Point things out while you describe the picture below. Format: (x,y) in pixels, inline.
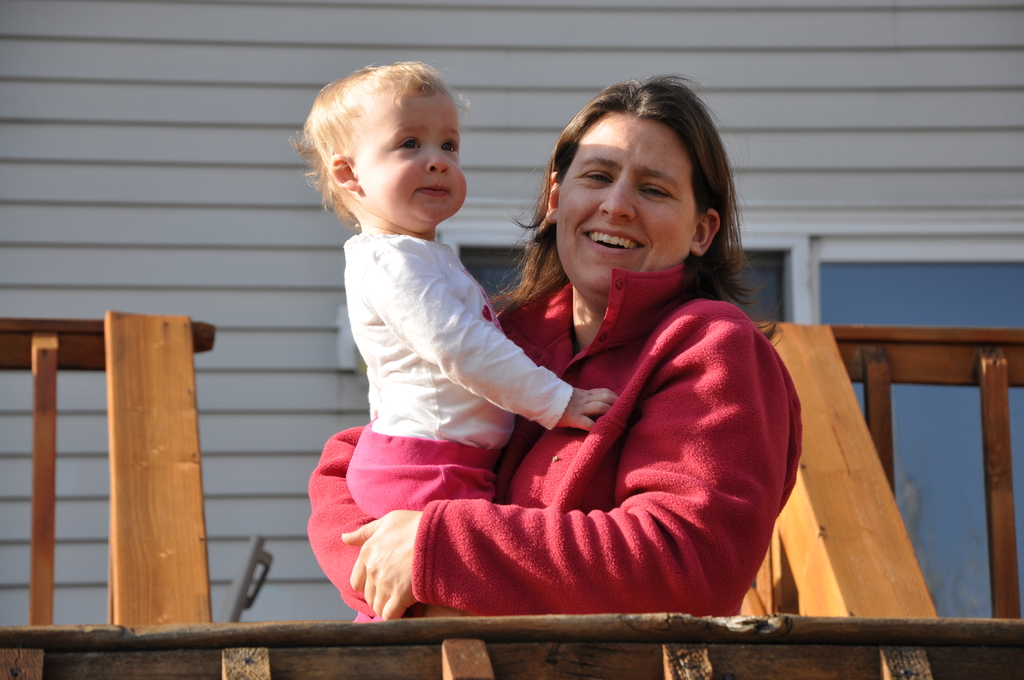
In the image there is a person (622,408) in red sweatshirt (443,539) holding a baby (408,339) in white top (449,431) and behind them it's a building (264,28) with windows (791,234) and on either side there is wooden fence (99,365).
